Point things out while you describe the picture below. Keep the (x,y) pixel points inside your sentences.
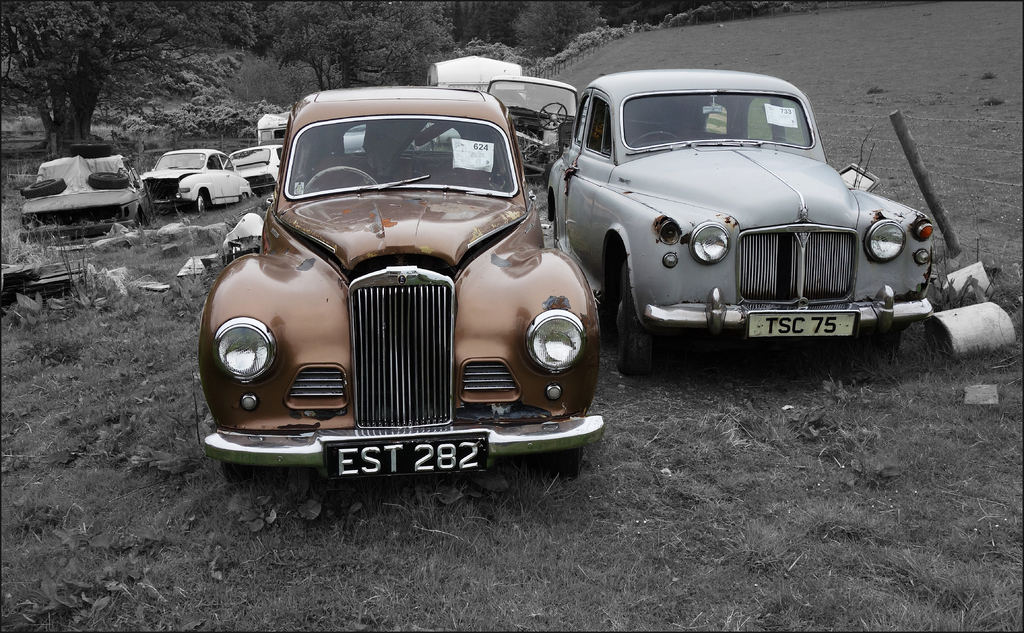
In this image we can see some vehicles (385,169) on the ground (146,291), one fence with poles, some objects (971,268) on the ground (988,372), two posters (477,160) with numbers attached to the cars (641,147), three tires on the vehicle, one object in the car (752,222), two number plates (770,324) with text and numbers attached to the cars (752,322) in the middle of the image (580,396). There are some trees (87,61), bushes (199,90), plants (199,90) and grass (242,525) on the ground (700,430).
